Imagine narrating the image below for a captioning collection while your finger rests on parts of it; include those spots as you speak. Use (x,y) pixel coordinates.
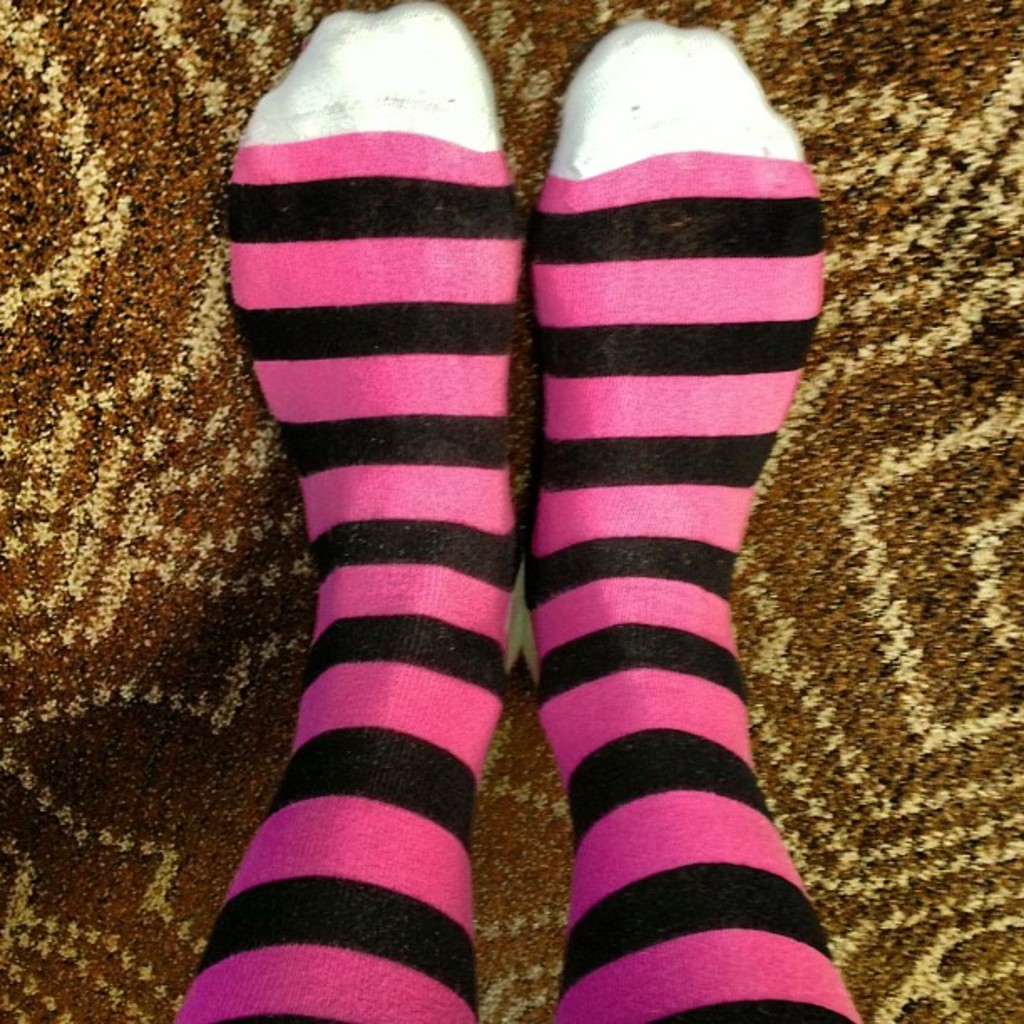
In this image we can see the legs (482,527) of a person (482,513).
